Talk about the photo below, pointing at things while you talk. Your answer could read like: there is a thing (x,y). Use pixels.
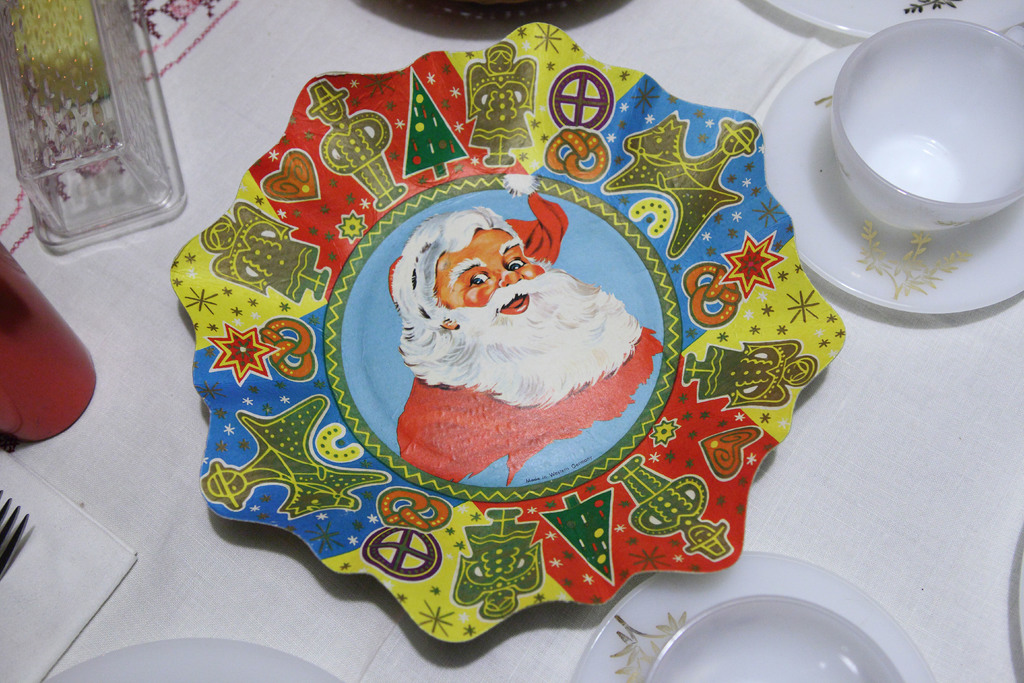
In this picture we can see a plate (361,307). On this plate (717,380), we can see a Santa Claus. There is a cup (802,661), saucer (965,231), few plates (60,682), bottle (18,303), glass (83,84), fork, tissue (19,635) and a white cloth (931,566).
